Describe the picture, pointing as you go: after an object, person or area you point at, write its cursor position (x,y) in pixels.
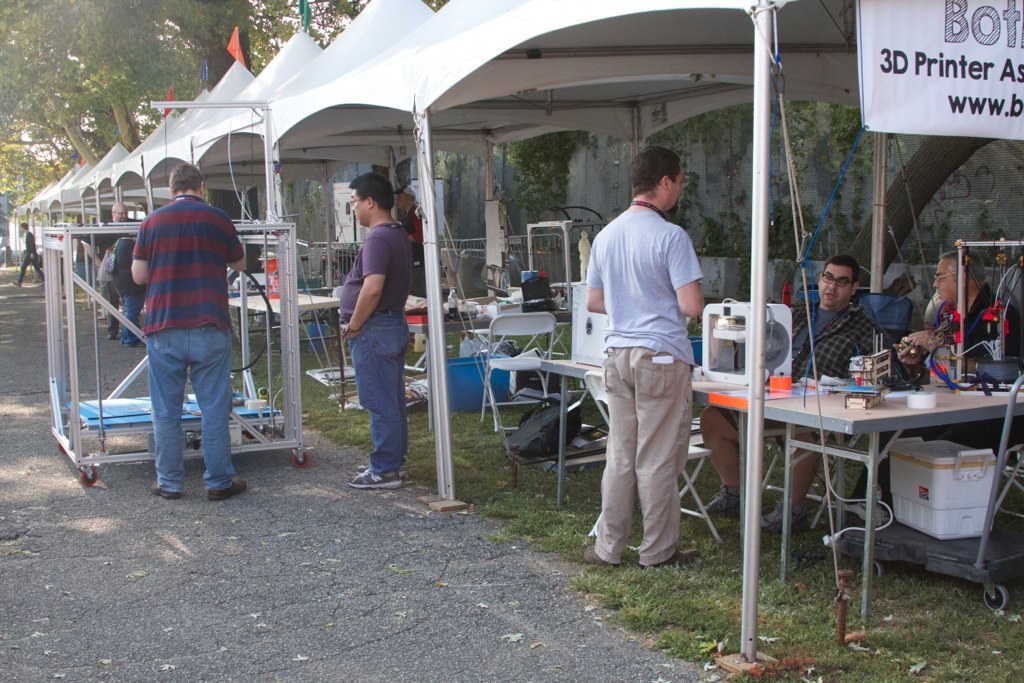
In this image I see 3 men (157,311) who are standing on the ground (737,643) and 2 men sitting over here, i can also see there are lot of tables (823,397), chairs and few things (988,392) on it. In the background (339,26) I see few flags (305,8), trees (316,0) and few people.
